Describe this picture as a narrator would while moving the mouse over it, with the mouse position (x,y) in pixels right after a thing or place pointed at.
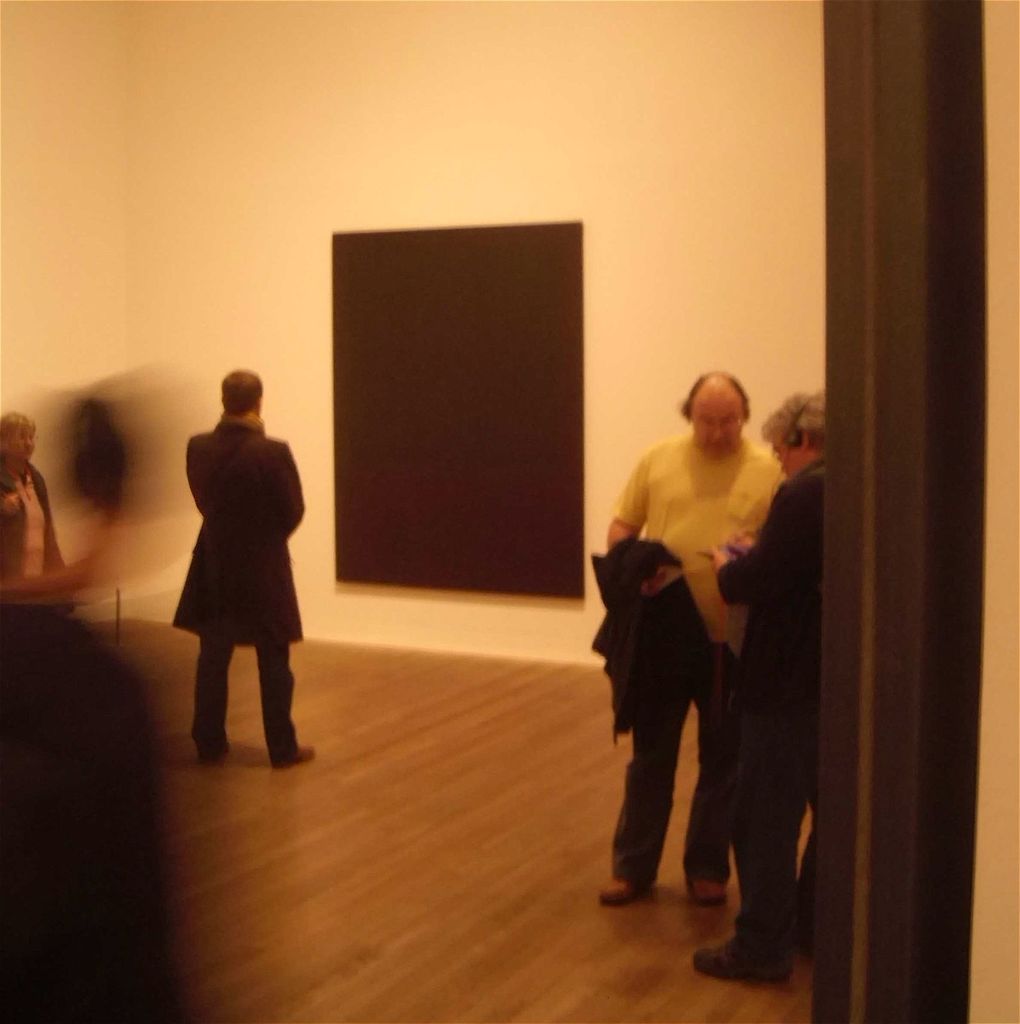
Here we can see five persons (672,695) on the floor (580,834). In the background (385,579) there is a black board (555,424) and a wall (482,132).
